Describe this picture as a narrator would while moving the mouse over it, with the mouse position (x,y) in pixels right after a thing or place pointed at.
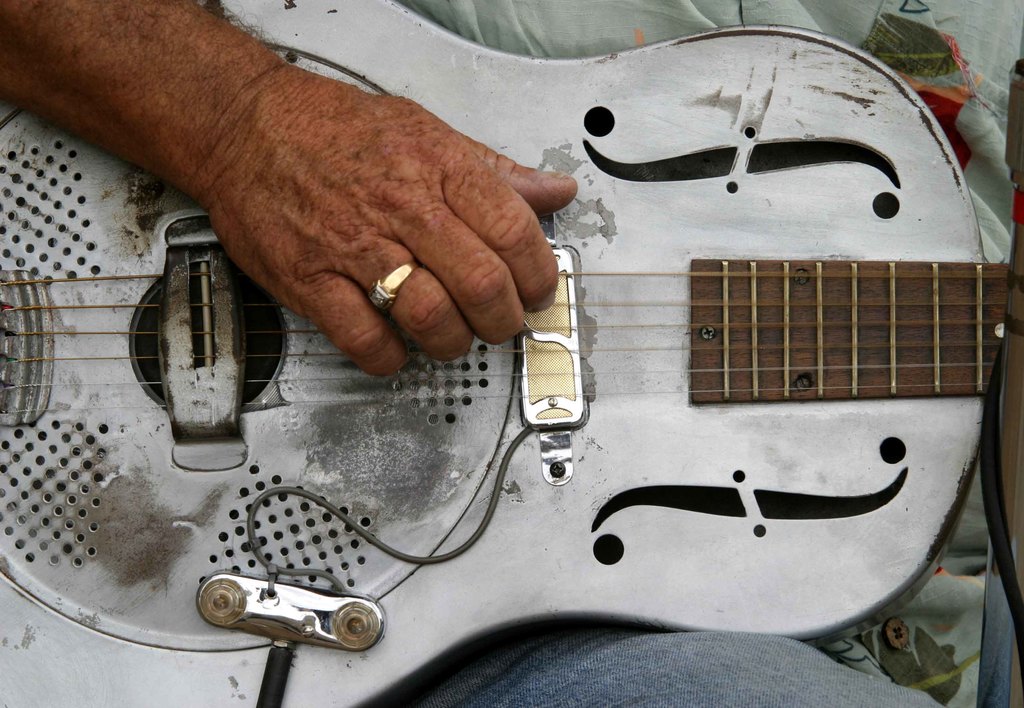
In the image a person (424,144) is holding a guitar (700,333) and playing it.
